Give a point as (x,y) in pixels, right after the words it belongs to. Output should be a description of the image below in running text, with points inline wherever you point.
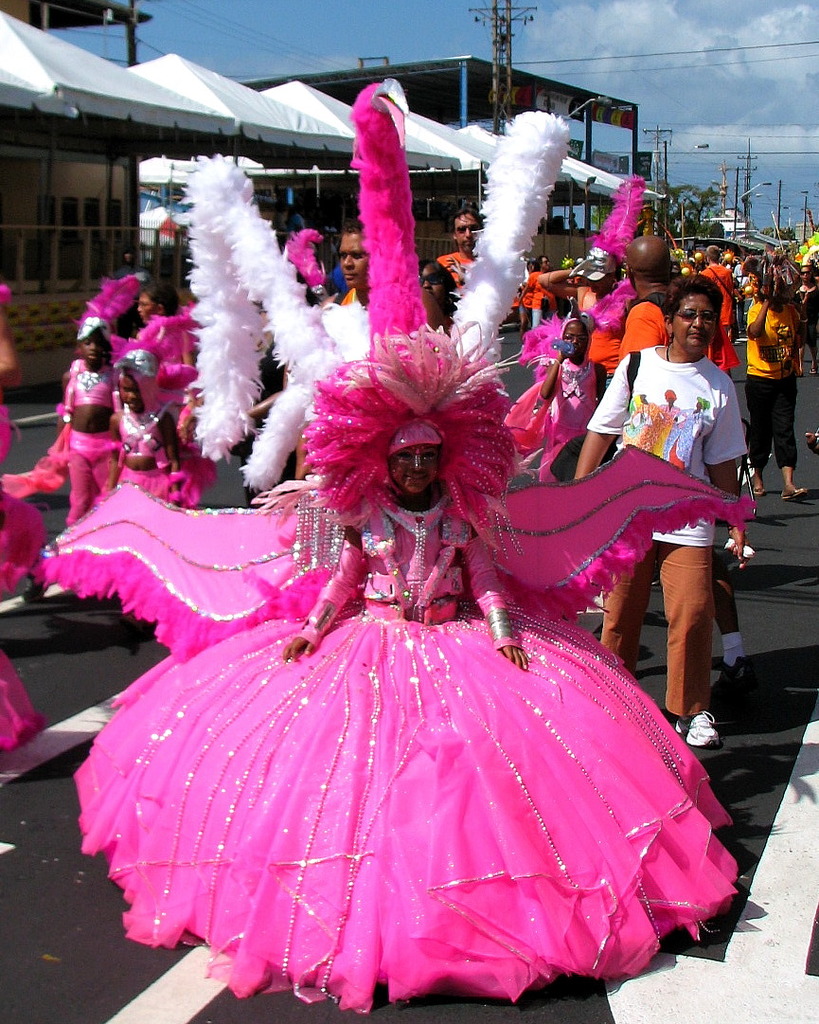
At the top (772,63) there is a clear blue sky (595,17) with clouds (698,56). Here we can see people (453,656) on the road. Few are in the fancy dresses (297,813) and few are walking and standing. On the left side of the picture (110,105) we can see white tents (247,122).
